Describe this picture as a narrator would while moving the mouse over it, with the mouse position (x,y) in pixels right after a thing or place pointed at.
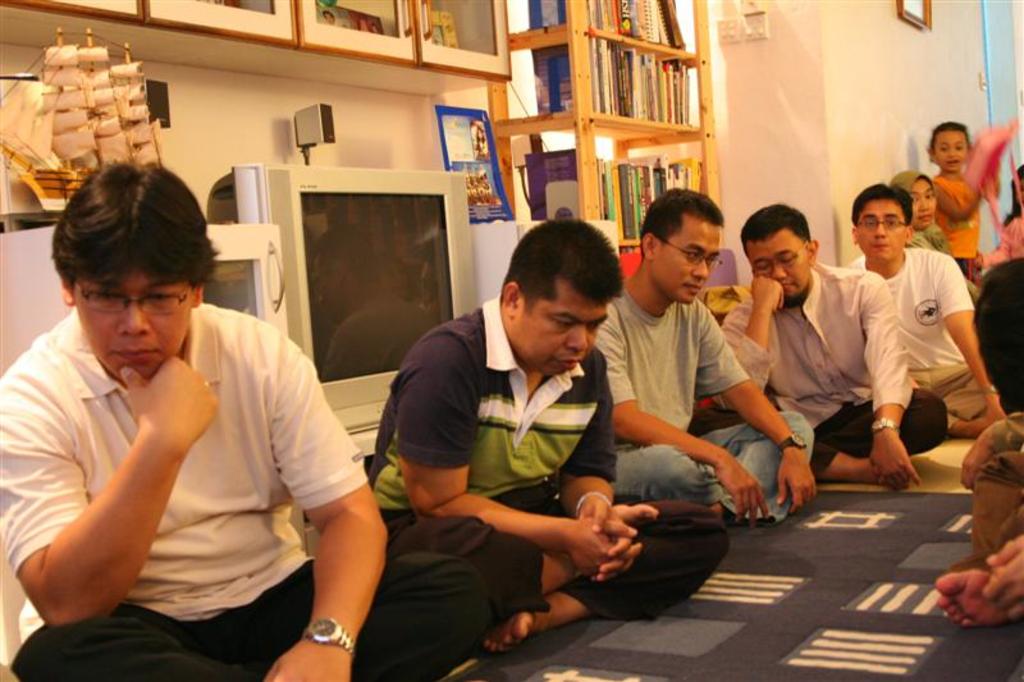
This is an inside view of a room (743,610). Here I can see few people (444,515) are sitting on the floor (821,605). On the right side (953,220) there is a baby (953,220) standing and holding a bag (990,168). At the back of these people (66,390), I can see many books (599,79) and other objects (453,30) arranged in the racks (553,37) and there is monitor (341,256). In the background (897,14) there is a frame (929,16) attached to the wall (810,103).
